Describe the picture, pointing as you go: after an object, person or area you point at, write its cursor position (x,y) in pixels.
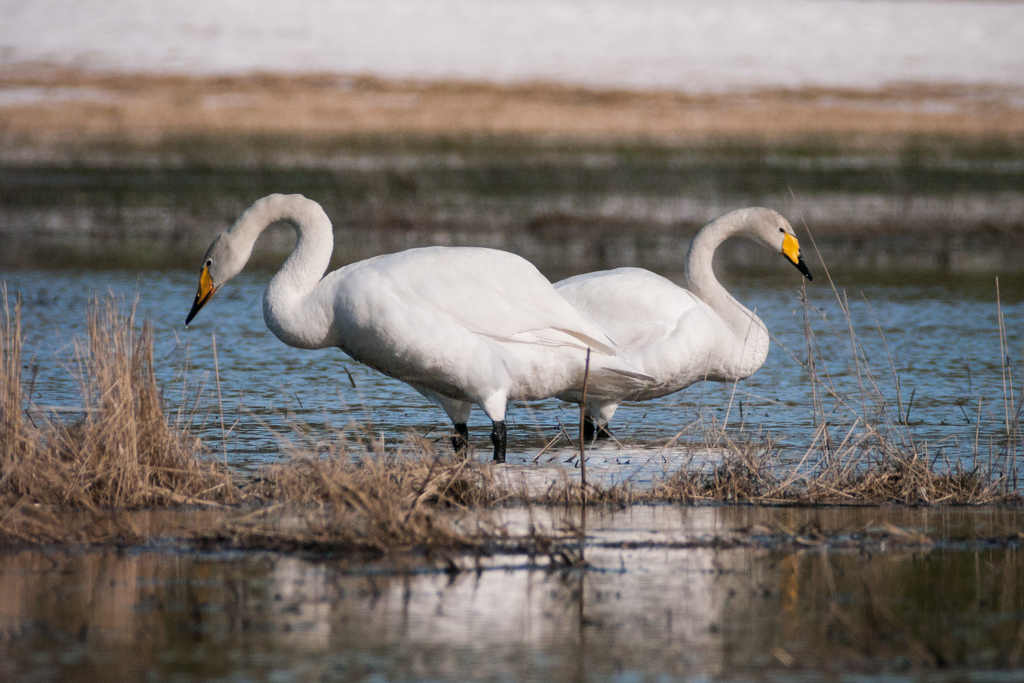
In this image we can see birds (608,367) in water (353,429). There is dry grass (151,356). The background of the image (917,80) is not clear.
